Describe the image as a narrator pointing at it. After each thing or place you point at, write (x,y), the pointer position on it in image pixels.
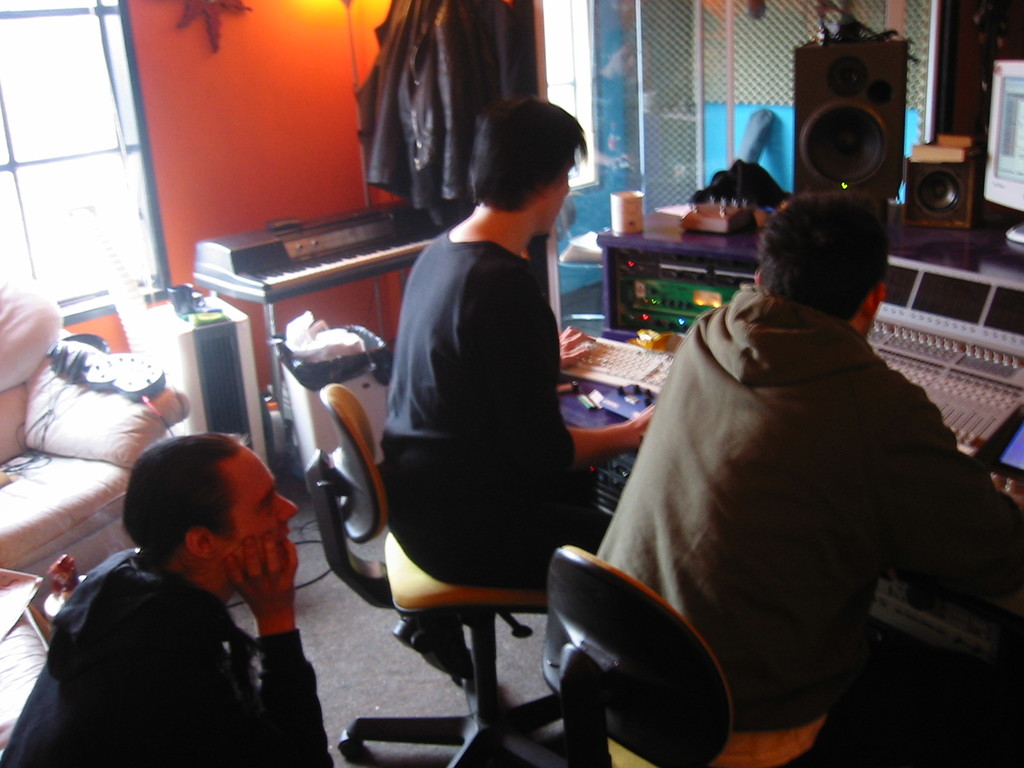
This picture was taken in a room (249,186), there were three persons (746,571), two persons (415,446) are sitting on chairs (680,642) and working on devices (975,389), another person (1,767) is sitting on the floor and staring at them. To the left corner (91,286) there is a sofa (31,343) and window (60,234) behind it. In center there is a jacket (383,176) and piano (387,223). In the right corner (900,81) there are two sound speakers (888,71) and one monitor (1013,85).
